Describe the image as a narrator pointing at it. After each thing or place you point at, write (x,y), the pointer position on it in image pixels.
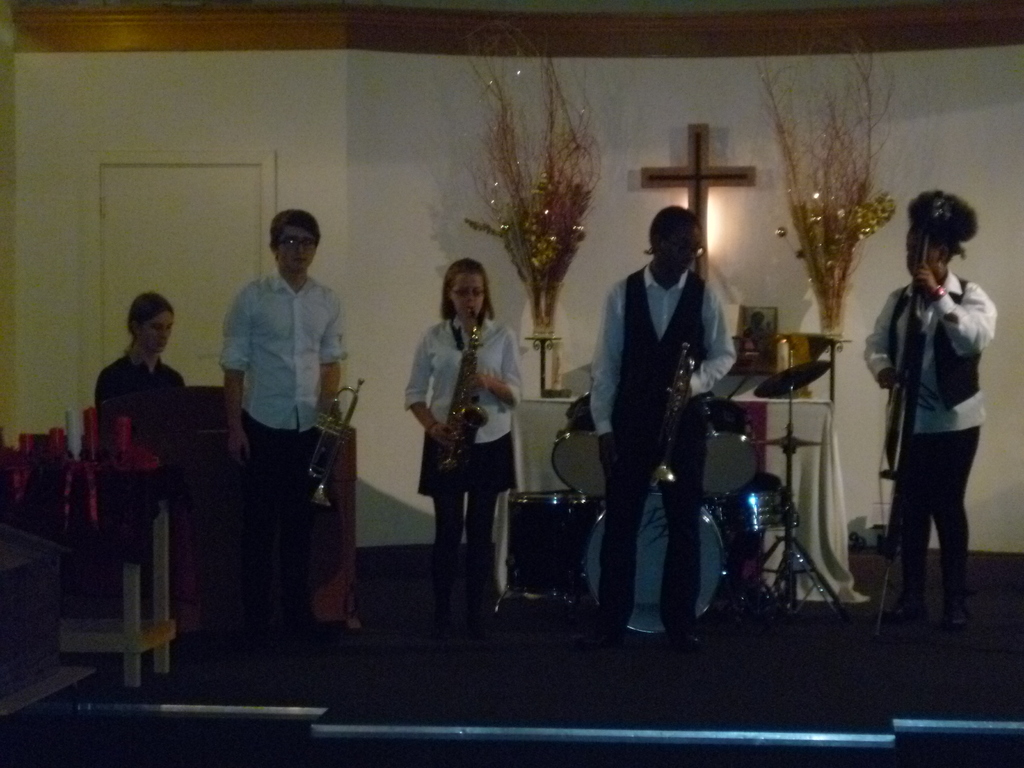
In this picture we can see a group of people (672,505), here we can see musical instruments (724,541) and in the background (400,362) we can see a wall (417,319).
